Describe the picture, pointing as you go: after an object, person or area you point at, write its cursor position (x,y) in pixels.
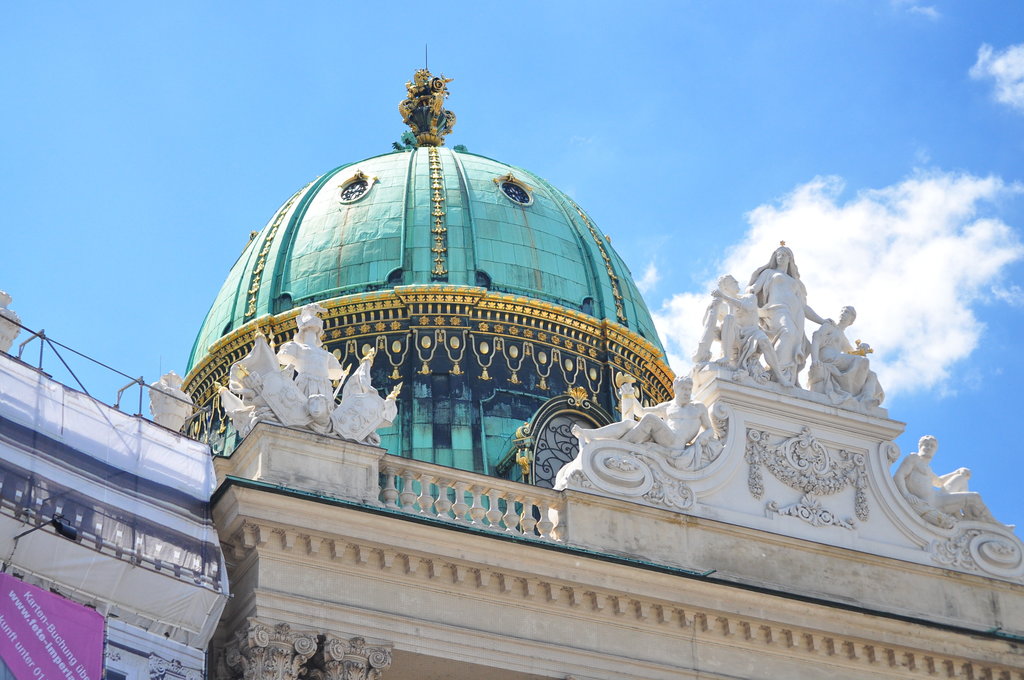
In this picture we can see there are sculptures (816,387) on the building (372,472) and a dome like structure (438,306). Behind the building (489,348) there is a sky (774,89).
